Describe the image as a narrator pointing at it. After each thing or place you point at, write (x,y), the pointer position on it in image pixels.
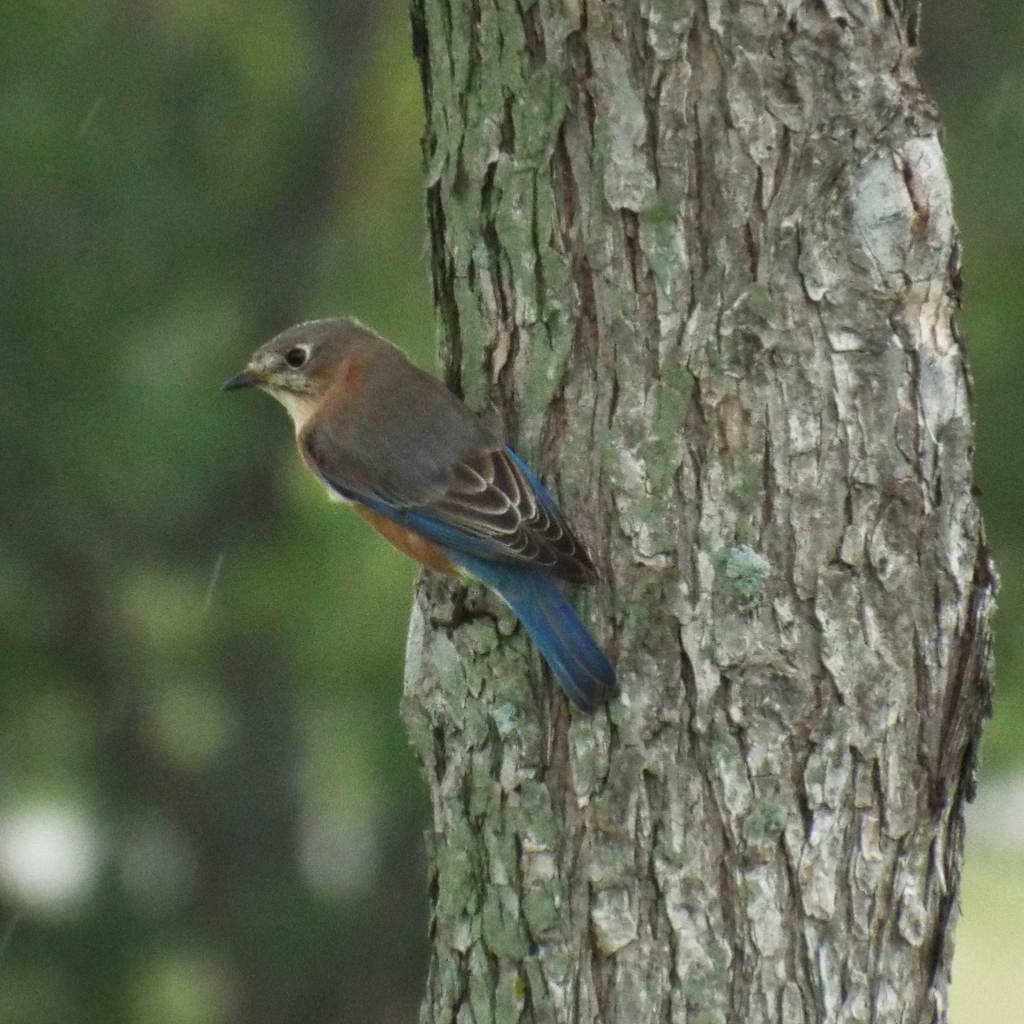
In this picture we can see a bird (380,488) on a tree trunk (677,457) and in the background (198,824) it is blurry.
